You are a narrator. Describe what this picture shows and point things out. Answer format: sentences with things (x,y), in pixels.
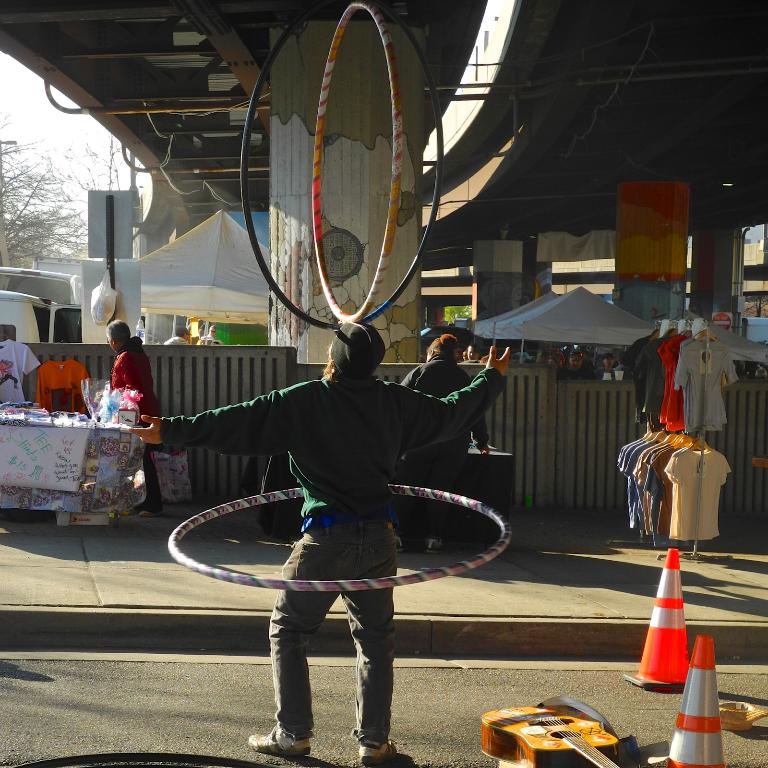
In this image I can see a person (243,412) playing with rings (439,160). One ring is on waist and two rings (358,5) on his head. I can see a guitar (494,719) and two cones (674,554) on his right side. In the background (630,331) I can see number of clothes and stalls (45,506). I can see few people (108,338) are near the stalls (490,456). I can also see tree (17,228) and number of vehicles (67,283).
